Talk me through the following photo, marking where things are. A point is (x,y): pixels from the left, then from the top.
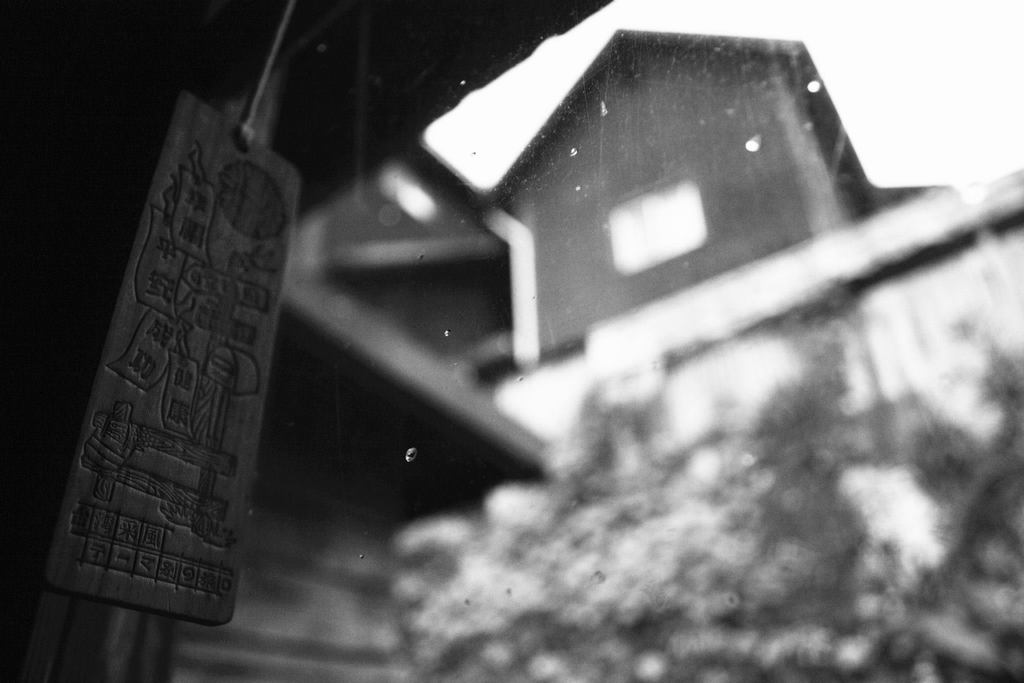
On the left (212,307) there is a wooden object (217,258) hanging. In this picture there is a glass object (565,206), outside the glass (711,240) it is looking like house (700,110) and trees (642,486) it is not clear.
